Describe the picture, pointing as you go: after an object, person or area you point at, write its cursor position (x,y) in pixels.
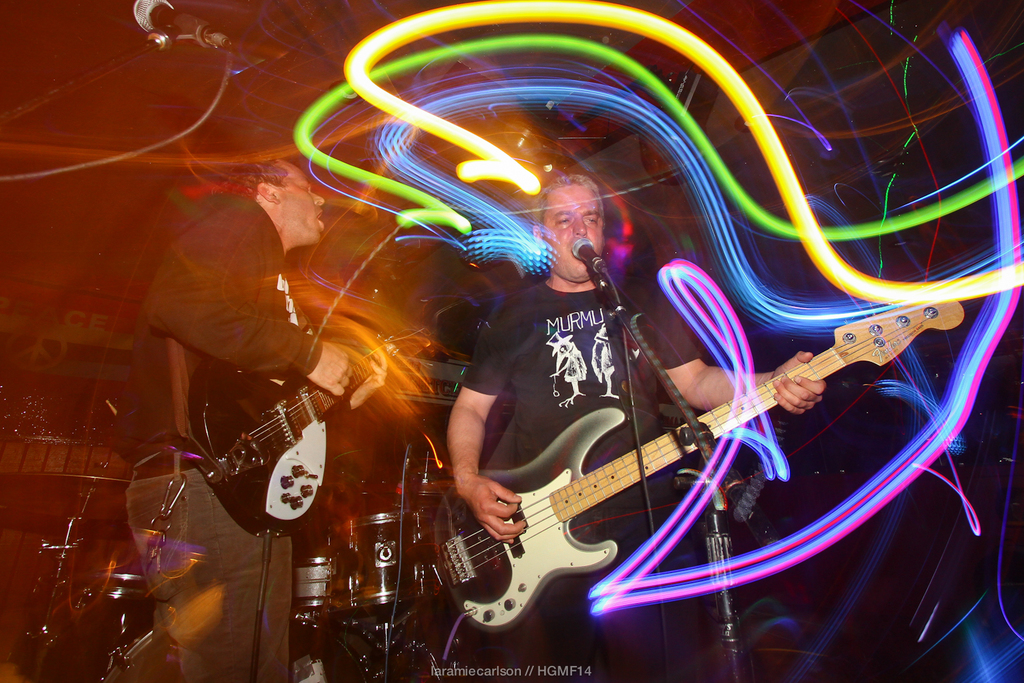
There are two men (483,337) standing and playing guitar (259,425) as we can see in the middle of this image (563,383). We can see mics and drums (366,553) at the bottom of this image (406,581). We can see lights (776,159) on the right side of this image (686,161).
